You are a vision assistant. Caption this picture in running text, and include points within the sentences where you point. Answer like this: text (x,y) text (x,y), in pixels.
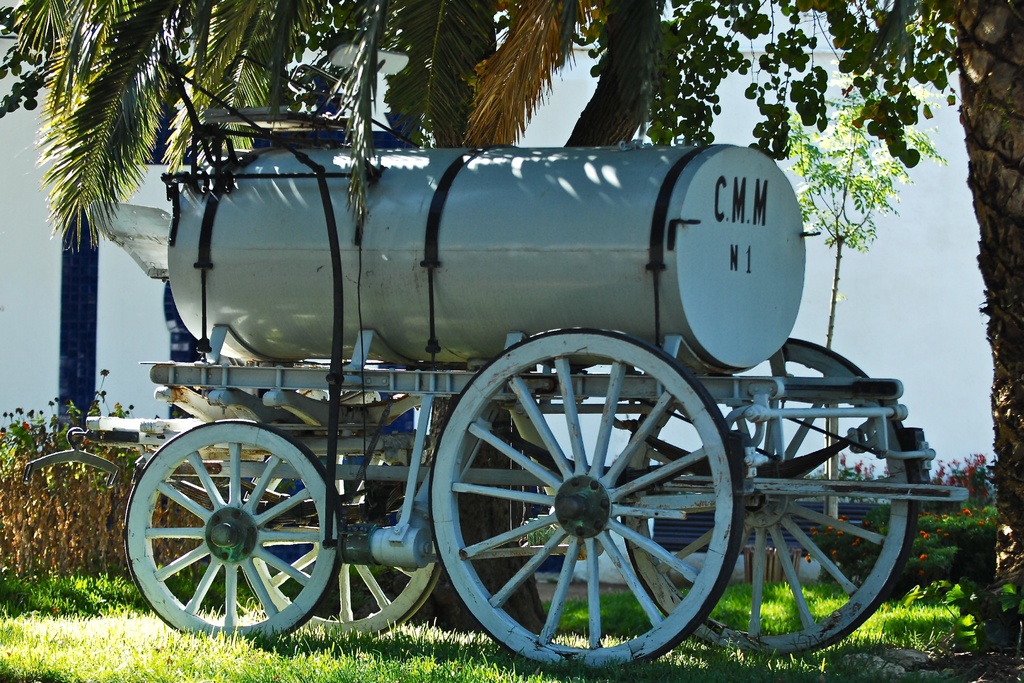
In the picture I can see a travelling cart (526,350) and there is a tank (487,275) on the cart (641,341). I can see the green grass (57,611) at the bottom of the image (899,629). I can see the flowering plants (965,516) on the right side (918,589). In the image I can see the trees (412,80).
